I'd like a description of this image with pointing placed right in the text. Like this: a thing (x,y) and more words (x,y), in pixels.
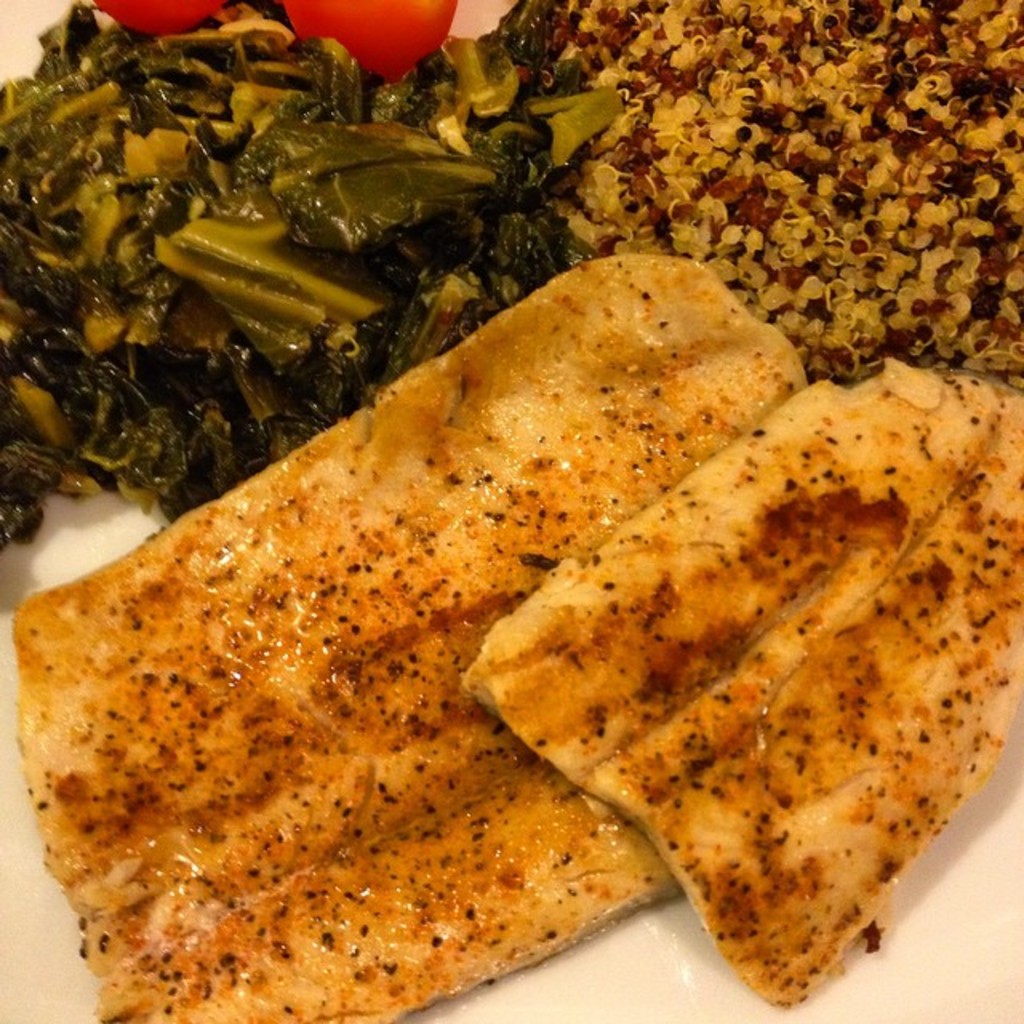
In this image I can see a white colour thing (958,966) and on it I can see different types of food (597,294). I can also see two red colour things (410,63) on the top left side (202,4).
